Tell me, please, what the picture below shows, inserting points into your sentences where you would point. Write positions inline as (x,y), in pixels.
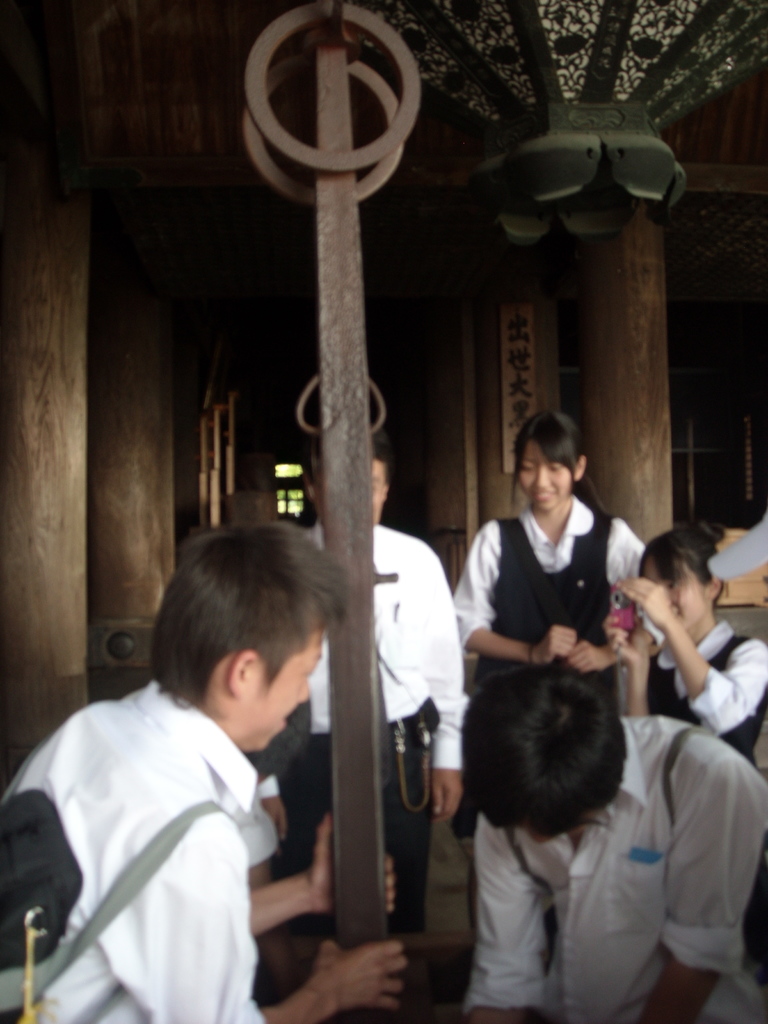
In this picture there is a man (90,829) standing and holding the object (359,533). At the back (504,545) there is a woman (716,629) standing and holding the device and there are three people (428,573) standing. At the back (600,317) there is a building (286,317) and there are pillars (606,472) and there is text (506,445) on the wall (490,517). At the top (512,78) there is an object (585,41). At the back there is a window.
